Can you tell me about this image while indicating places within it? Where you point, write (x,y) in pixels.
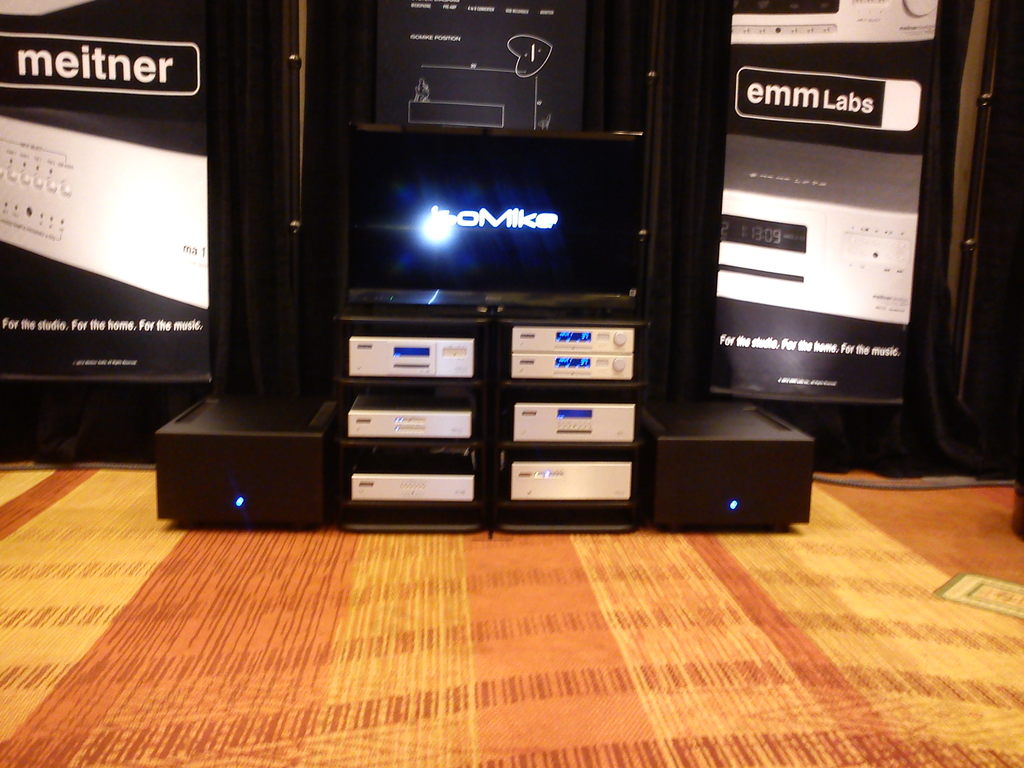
In the foreground of the picture (858,662) there is a mat (340,640). At the top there are some electronic gadgets (397,242).
